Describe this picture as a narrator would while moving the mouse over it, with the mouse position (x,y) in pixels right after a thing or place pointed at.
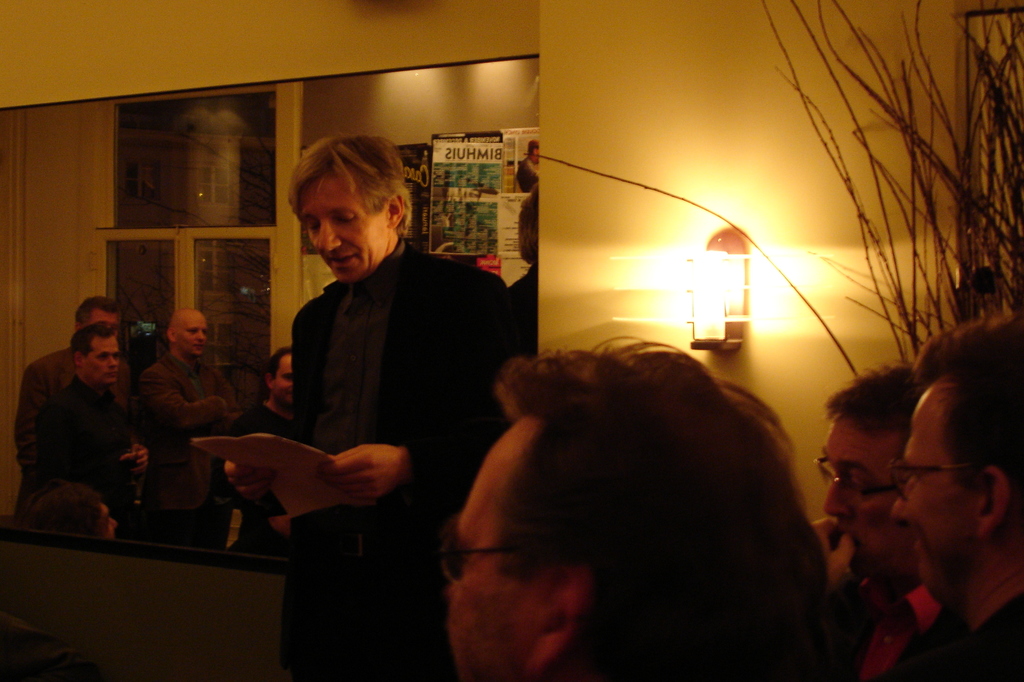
To the right side of the image (792,513) there are people (701,550). In the background of the image (14,484) there is mirror (176,444) in which reflection (99,388) of people (159,364). There is wall (603,104). There is a light (727,262).
